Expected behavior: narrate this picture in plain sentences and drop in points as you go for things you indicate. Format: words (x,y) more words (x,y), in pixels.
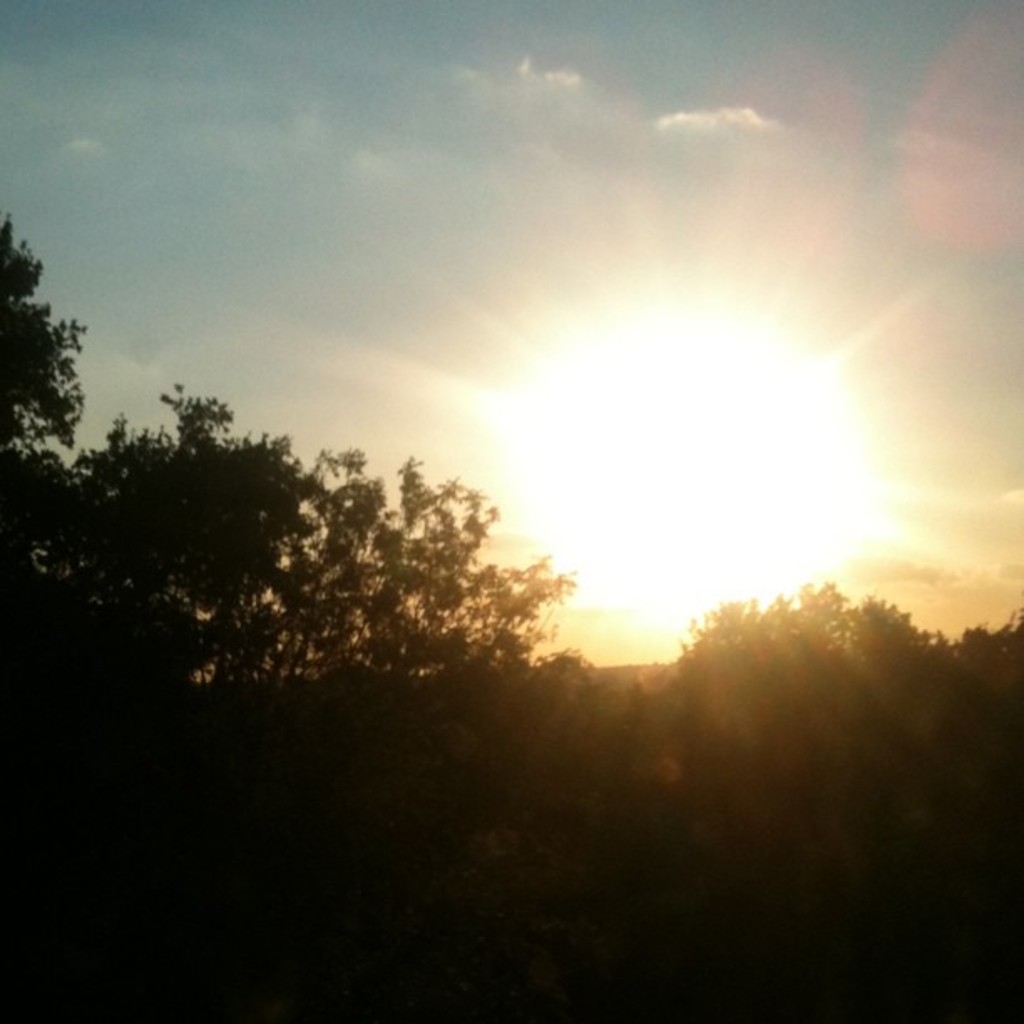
In this image we can see many trees (418,826). There is a sky (440,155) in the image. There is a sun (760,431) in the image.
